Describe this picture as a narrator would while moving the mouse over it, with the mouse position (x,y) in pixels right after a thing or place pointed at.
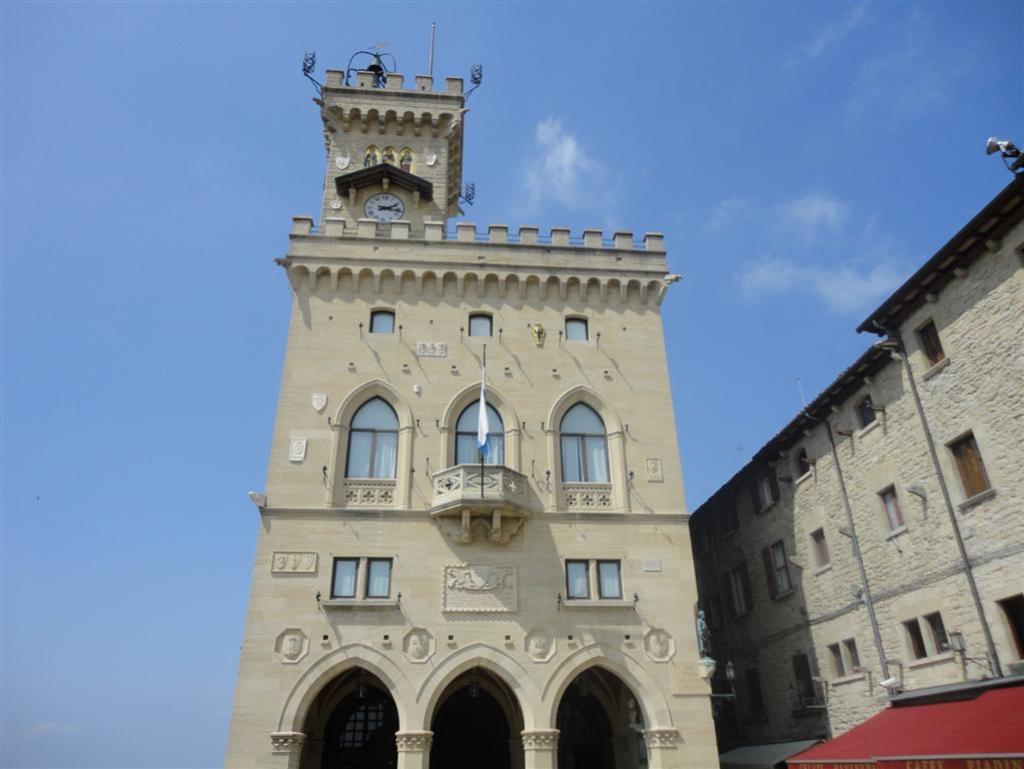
In this image there is a building (932,612) with windows (937,642) on the right corner (921,637). There is a building (309,603), there are windows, we can see a flag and a clock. And there is sky (466,173) at the top (478,207).
